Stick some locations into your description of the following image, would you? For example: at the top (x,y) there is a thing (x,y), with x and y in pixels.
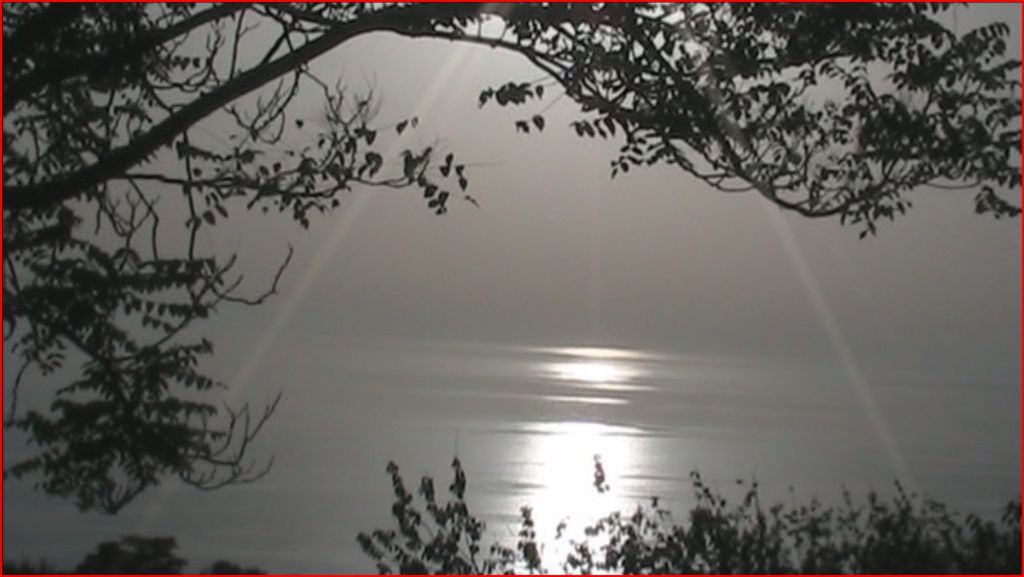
In this picture we can see trees (203,157), water (654,386) and in the background (520,195) we can see the sky (612,216).
